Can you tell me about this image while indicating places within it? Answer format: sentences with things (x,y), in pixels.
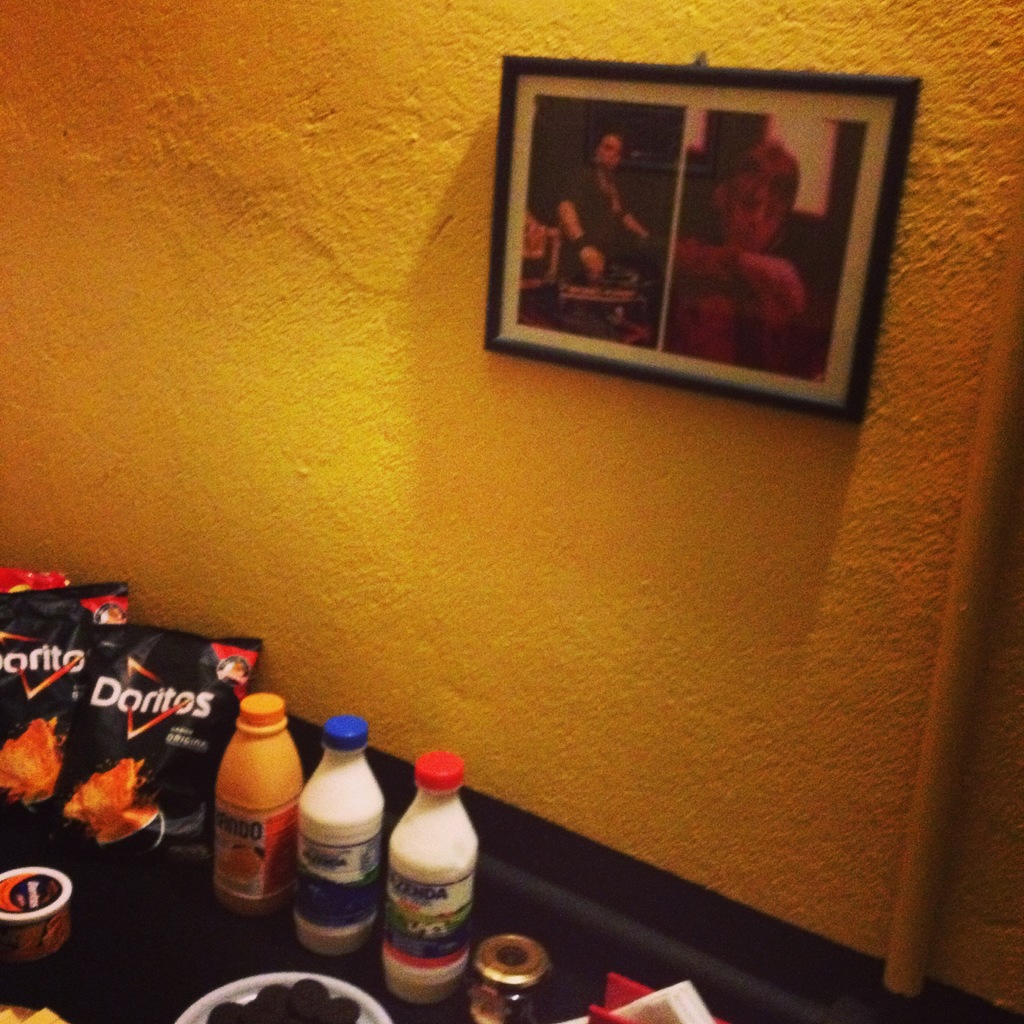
In this picture we can see a frame (492,234) on the wall (517,491). And these are the bottles (220,797) and there are some packets (210,693).
